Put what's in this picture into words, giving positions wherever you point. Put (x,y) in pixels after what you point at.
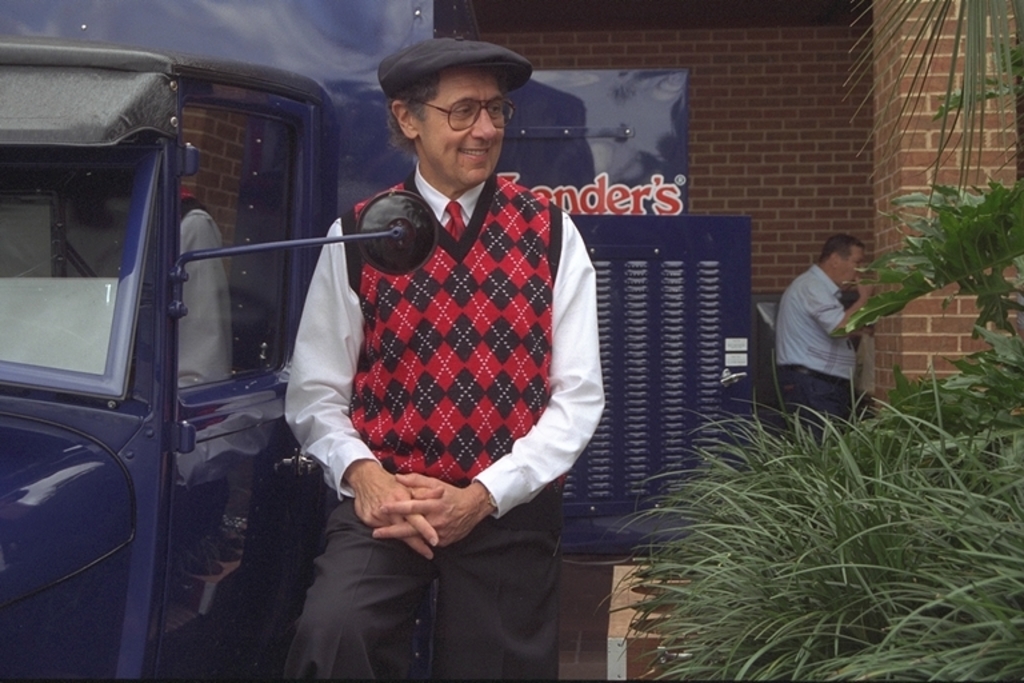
In the image we can see a man (409,423) standing, wearing clothes (450,430), cap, spectacles (450,120) and he is smiling. Here we can see the vehicle (427,232), grass plants (897,552) and plant (981,269). Behind him there is another person (811,349) standing and wearing clothes (803,377). Here we can see the brick wall (805,122).
